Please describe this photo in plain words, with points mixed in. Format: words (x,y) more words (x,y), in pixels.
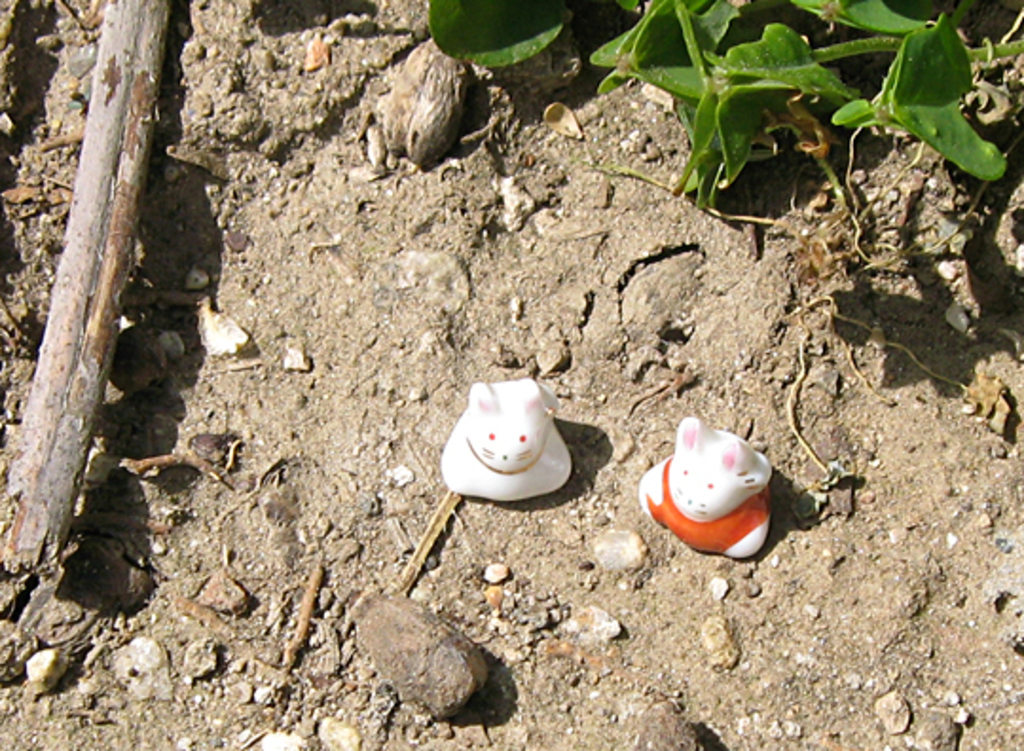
In this picture there are two toys (757,478) and there is a plant (665,82). At the bottom (423,600) there are stones (606,550) and there is a stick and there is mud (252,405).
